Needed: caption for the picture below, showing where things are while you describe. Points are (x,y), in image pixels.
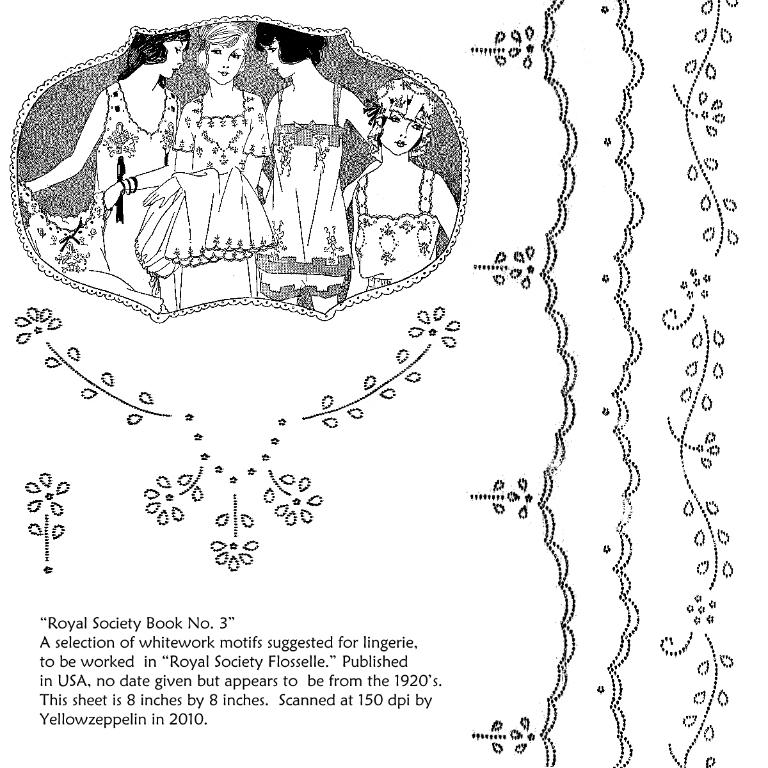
In this picture there is drawing poster (600,441). In the bottom side (430,691) there is a quote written on the image.
